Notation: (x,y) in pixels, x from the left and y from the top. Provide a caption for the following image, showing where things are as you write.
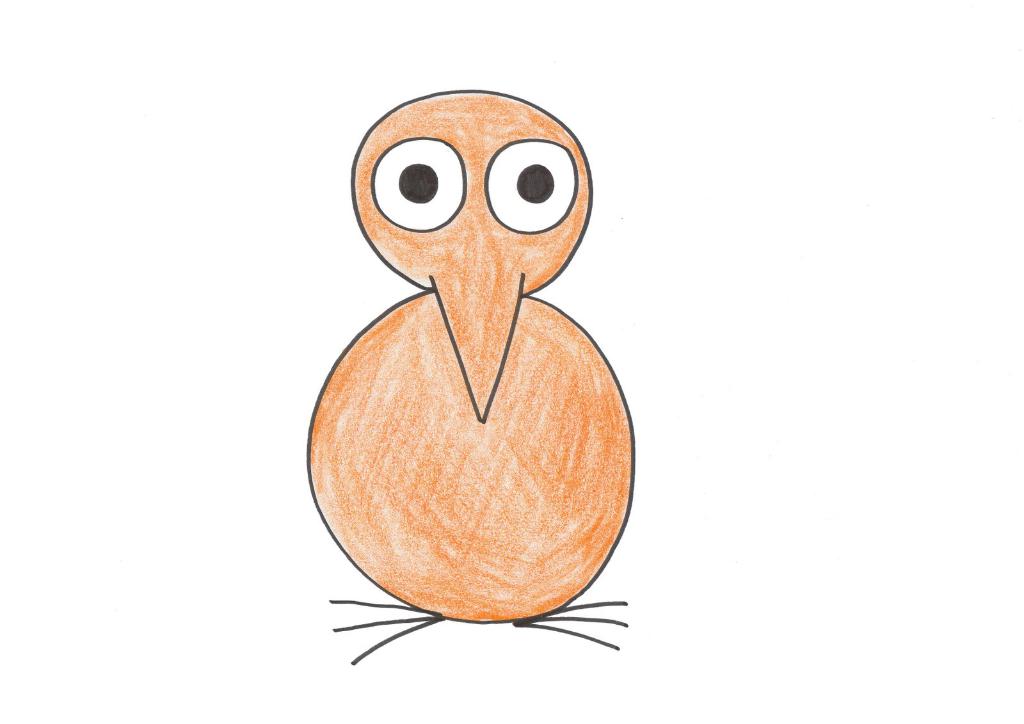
This is a painting of a bird (487,354) having two eyes (444,154), a nose (473,353) and legs (357,617). And the background (661,82) is white in color.
